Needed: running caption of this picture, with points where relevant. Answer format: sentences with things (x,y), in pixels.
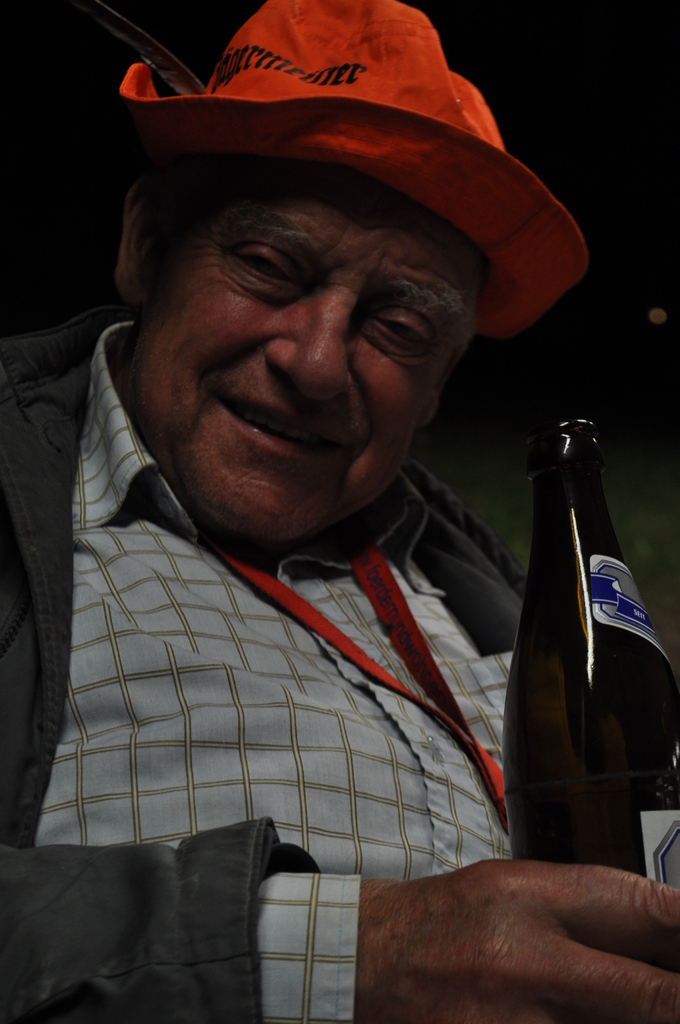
A man (212,195) is holding a bottle (505,714) in his hand (628,933). He wears a orange color hat (223,140).
